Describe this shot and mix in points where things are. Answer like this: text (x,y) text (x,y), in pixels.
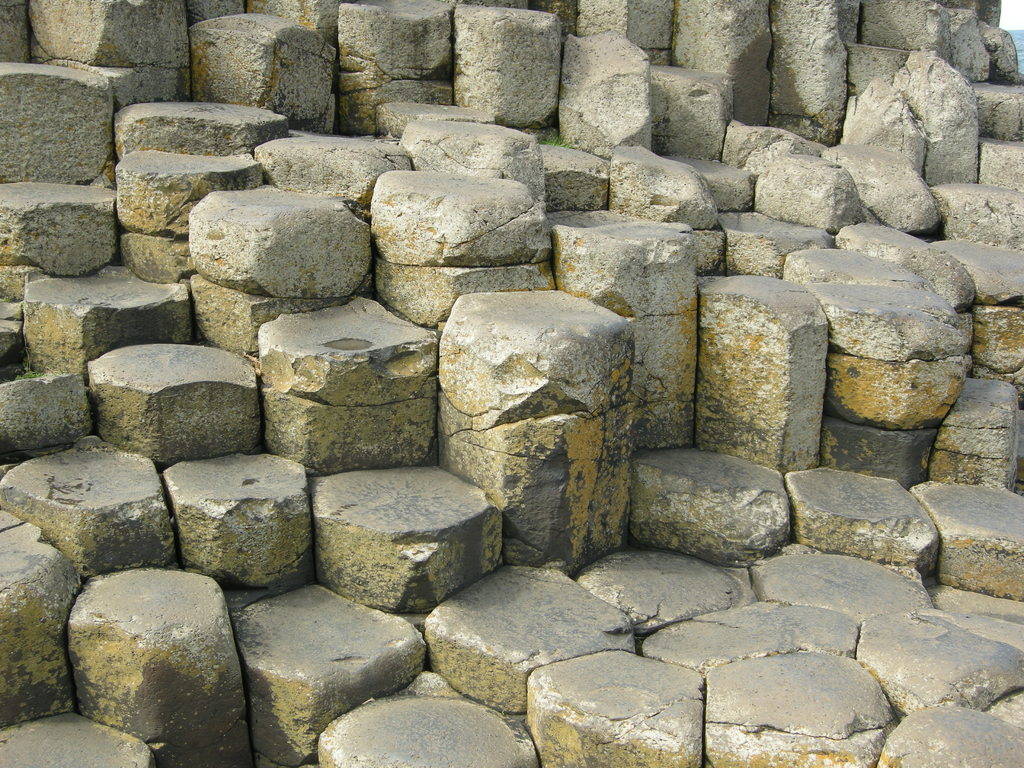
In this picture we can see many rock columns (413,392) in the image.
